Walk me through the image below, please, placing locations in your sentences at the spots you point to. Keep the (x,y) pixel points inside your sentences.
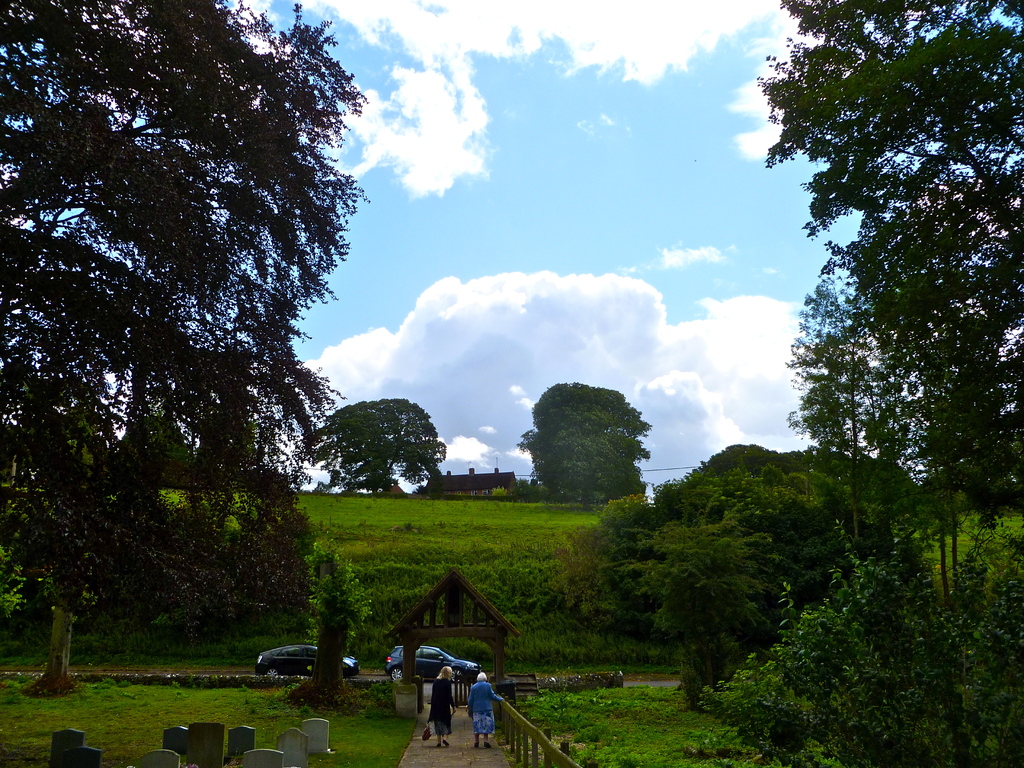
This picture shows a trees (102,496) and we see grass (383,574) on the ground (541,720) and few plants (843,723) and we see couple of cars (286,662) parked and couple of women (438,686) walking and we see gravestones (244,732) and a house (477,490) and we see a blue cloudy Sky (648,265).
